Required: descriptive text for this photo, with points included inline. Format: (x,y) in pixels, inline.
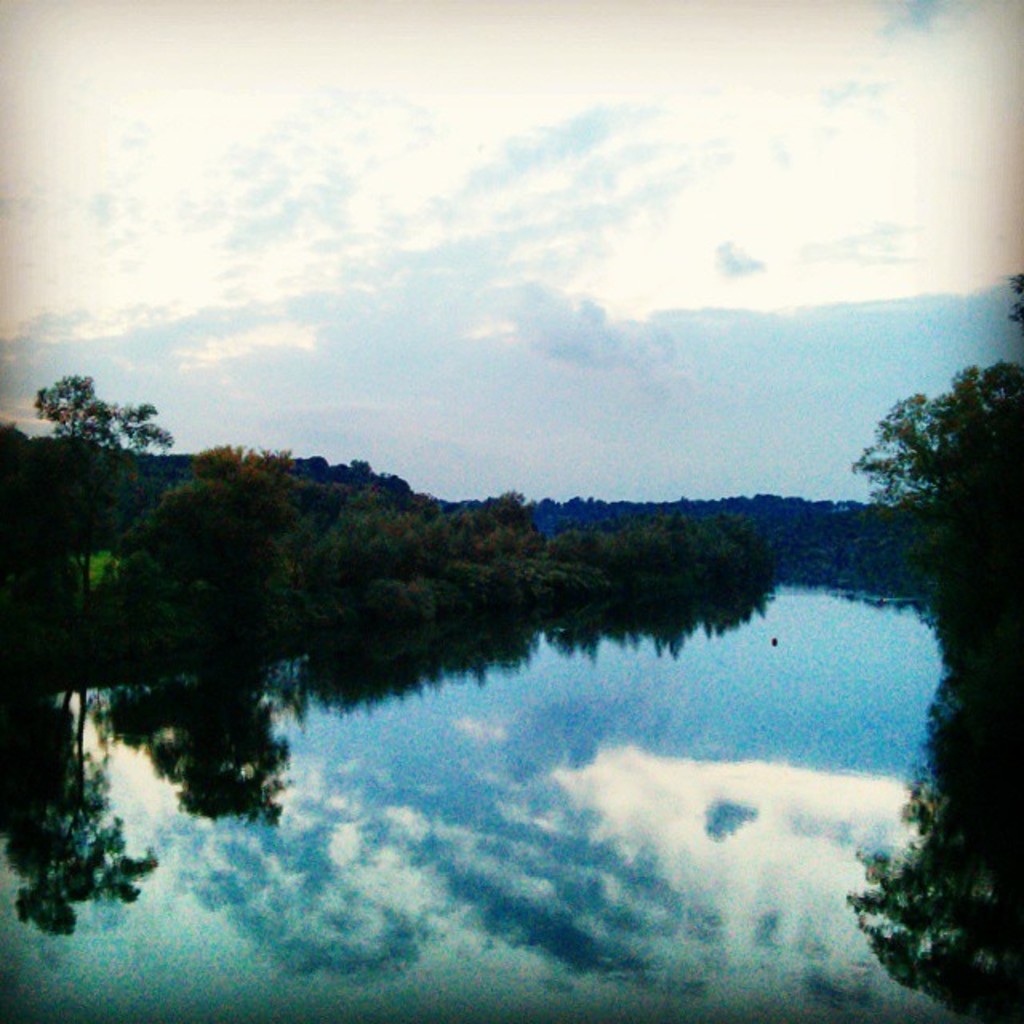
In the picture we can see the water surface (482,732) and around it we can see, full of trees (957,561) and in the background (723,303) we can see the sky (399,356) with clouds (244,400).
